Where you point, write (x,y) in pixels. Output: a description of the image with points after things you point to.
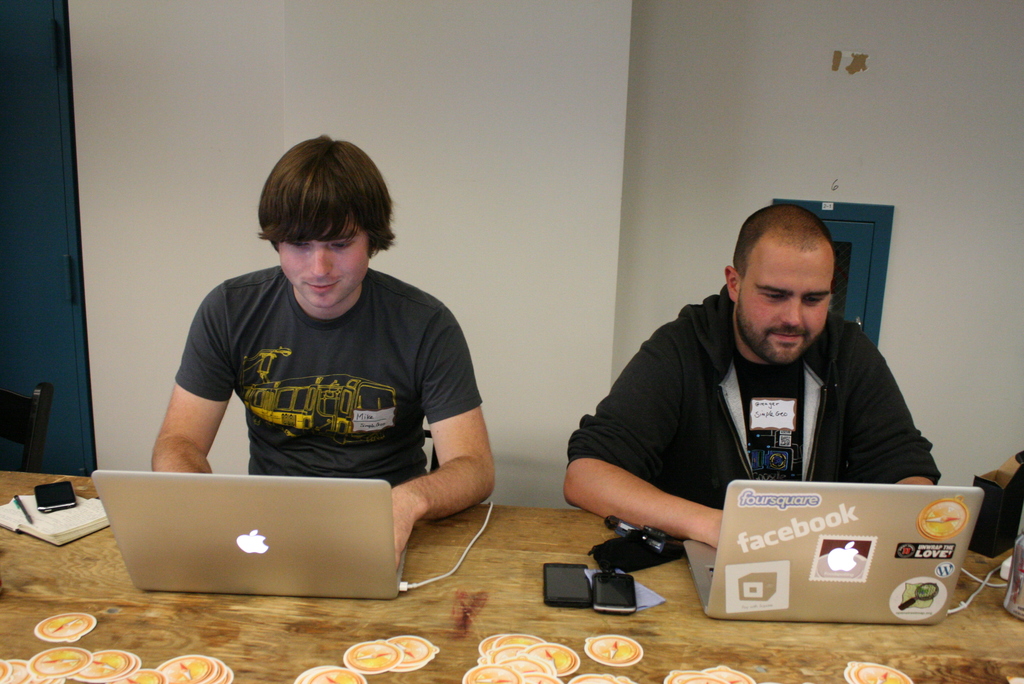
In this picture to the left side (302,351) there is a man (346,339) with black t-shirt (393,344) is sitting in front of the laptop (237,511) which is on the table (312,605). To the left corner of the table (100,533) there is a book (68,519). On top of the book (74,517) there is a pen (28,518) and mobile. And to the right side of the picture (768,358) there is a man (786,374) with black jacket (841,414) sitting in front of the table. on the laptop (823,507) there are some logos (844,574) on it. Beside that laptop (696,558) there are two mobiles (587,592) are there. And to the right corner (1018,598) there is an item (1010,585). Behind the man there is a small window (862,258).
